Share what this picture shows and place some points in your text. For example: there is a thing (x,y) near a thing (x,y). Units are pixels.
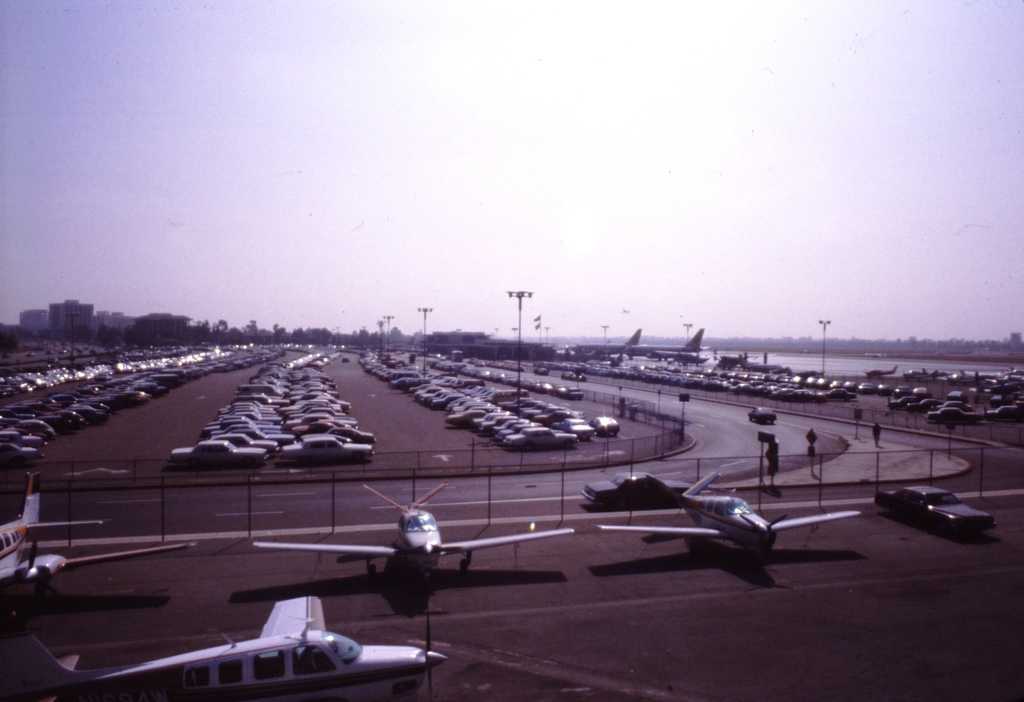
At the bottom of the picture (454,553), we see airplanes (631,531) in the runway (549,653). Beside that, we see a fence (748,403) and beside that, we see the vehicles (762,410) are moving on the road (715,421). In the middle of the picture (463,417), we see the vehicles (252,418) are parked on the road (442,446). On the right side (945,412), there are cars (775,378) which are parked on the road (735,438). We even see street lights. There are buildings (166,332) and trees (755,342) in the background (735,346). At the top of the picture (454,213), we see the sky (394,129).
